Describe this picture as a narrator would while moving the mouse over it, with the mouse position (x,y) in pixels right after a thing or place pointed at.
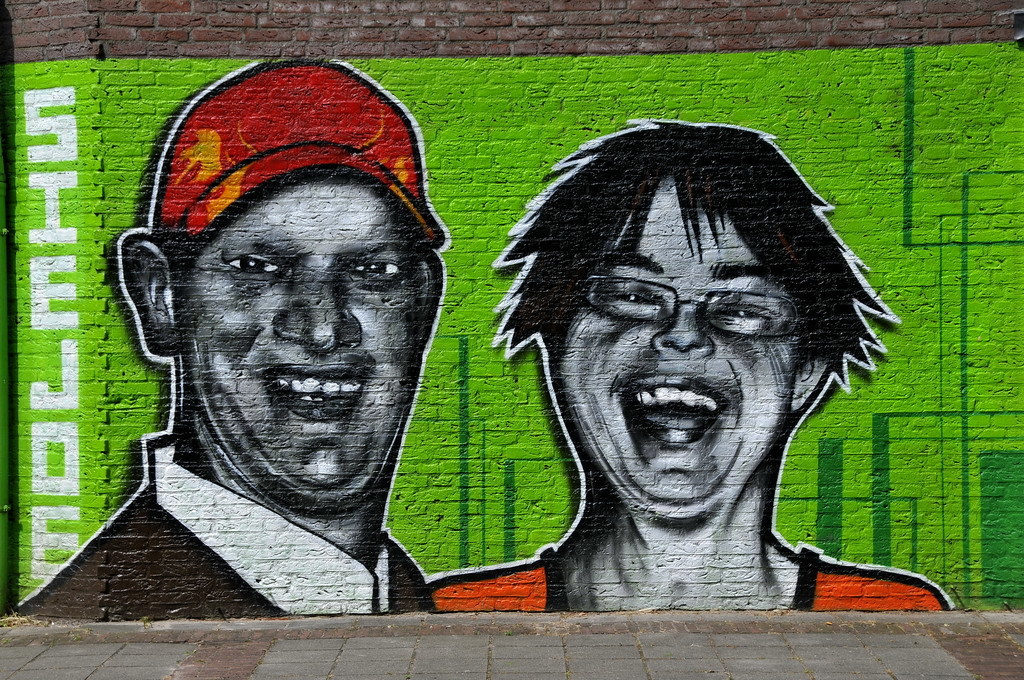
In this image there is a wall (333,26) on which there is a painting (219,279) of two persons (412,376). In the painting (472,202) there is a man (307,294) on the left side (292,326) and a girl (648,329) on the right side (741,356).
